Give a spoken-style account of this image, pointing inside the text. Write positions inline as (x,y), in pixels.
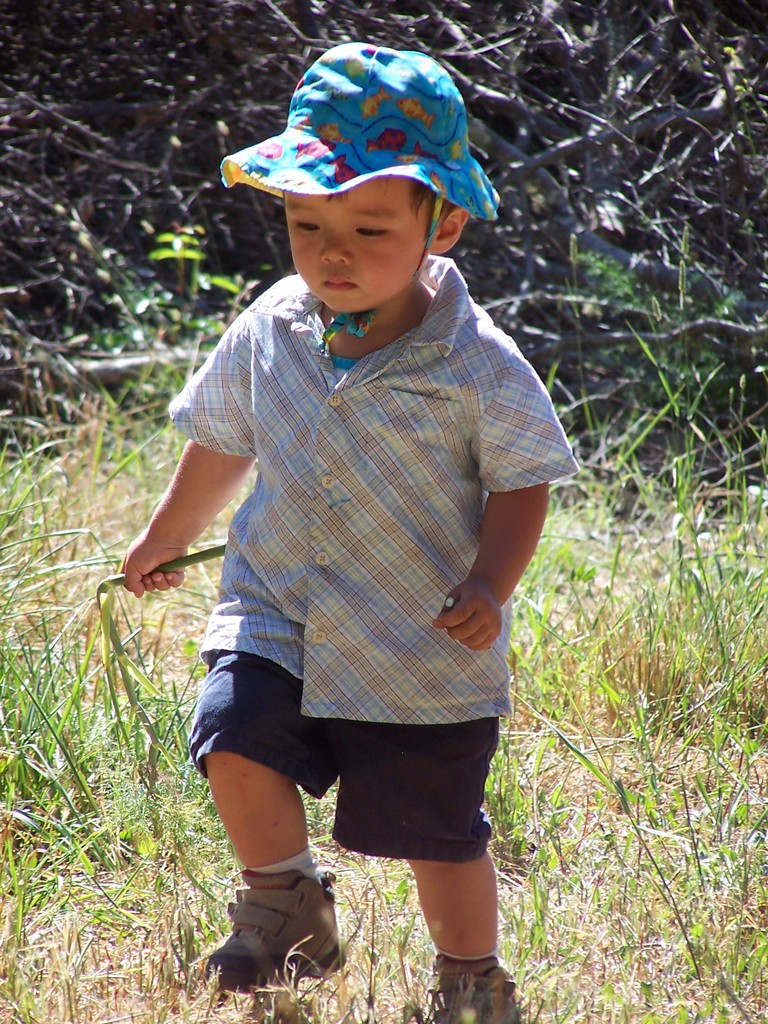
In this image we can see one boy (416,289) with hat (312,83) holding objects (443,605) and walking on the ground (711,775). There are some dried tree (498,31) in the background (564,49), few plants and some grass (644,906) on the ground (83,485).
